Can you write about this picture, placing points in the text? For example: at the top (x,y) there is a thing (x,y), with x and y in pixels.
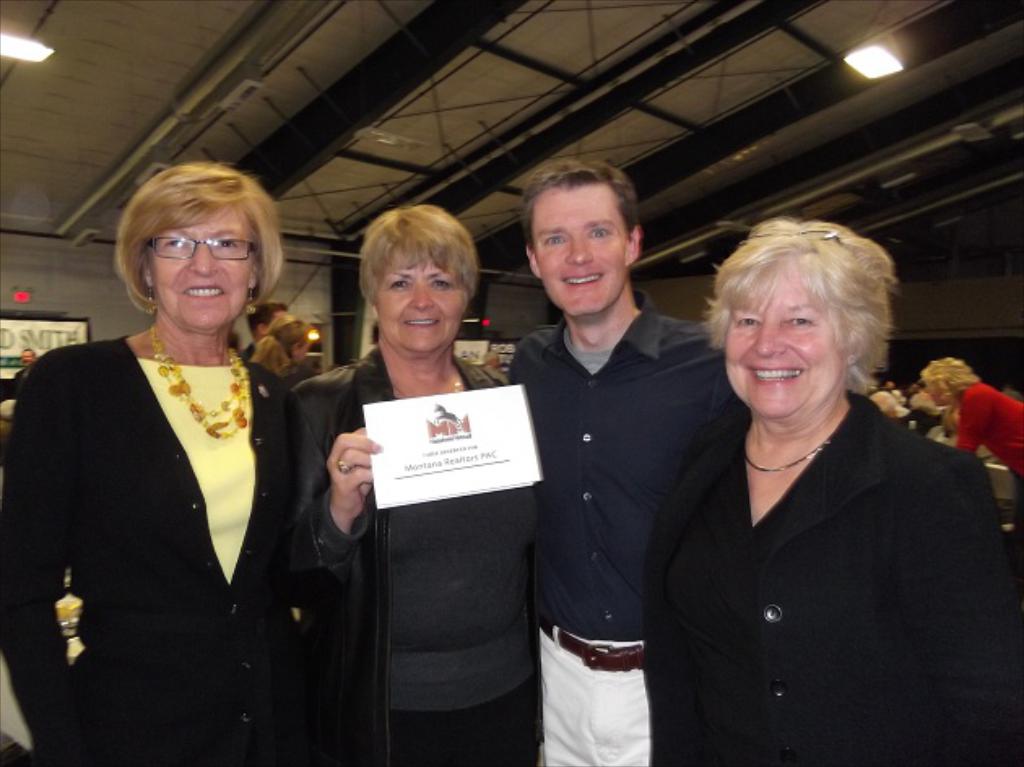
In the foreground of this image (724,526), there are three women (825,537) and a man (649,527) standing where a woman (519,496) is holding a paper (505,464) and they are posing a camera. In the background (961,381), there are few people (933,378), wall (95,308), banner (52,321) and few lights (32,59) to the roof (710,74).
